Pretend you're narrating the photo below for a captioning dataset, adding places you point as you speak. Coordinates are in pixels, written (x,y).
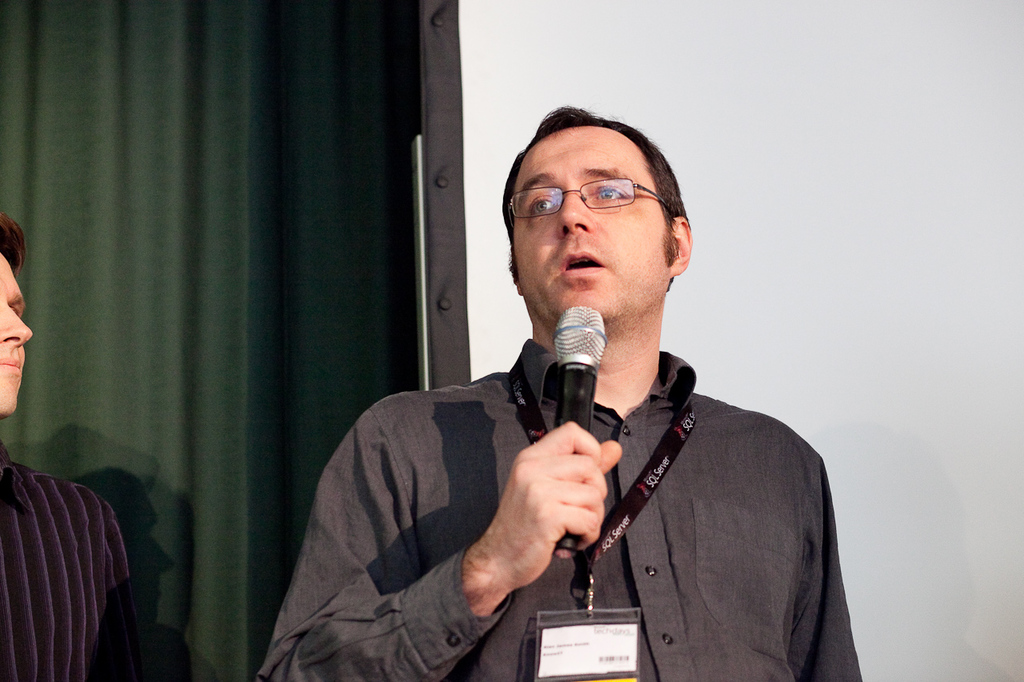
In this image I can see two people (424,468) with grey and black color dresses (36,521). I can see one person (547,569) wearing the identification card (604,637) and the specs (536,210). He is holding the mic (569,419). In the back (269,269) I can see the green color curtain (255,128) and the wall (620,91).
